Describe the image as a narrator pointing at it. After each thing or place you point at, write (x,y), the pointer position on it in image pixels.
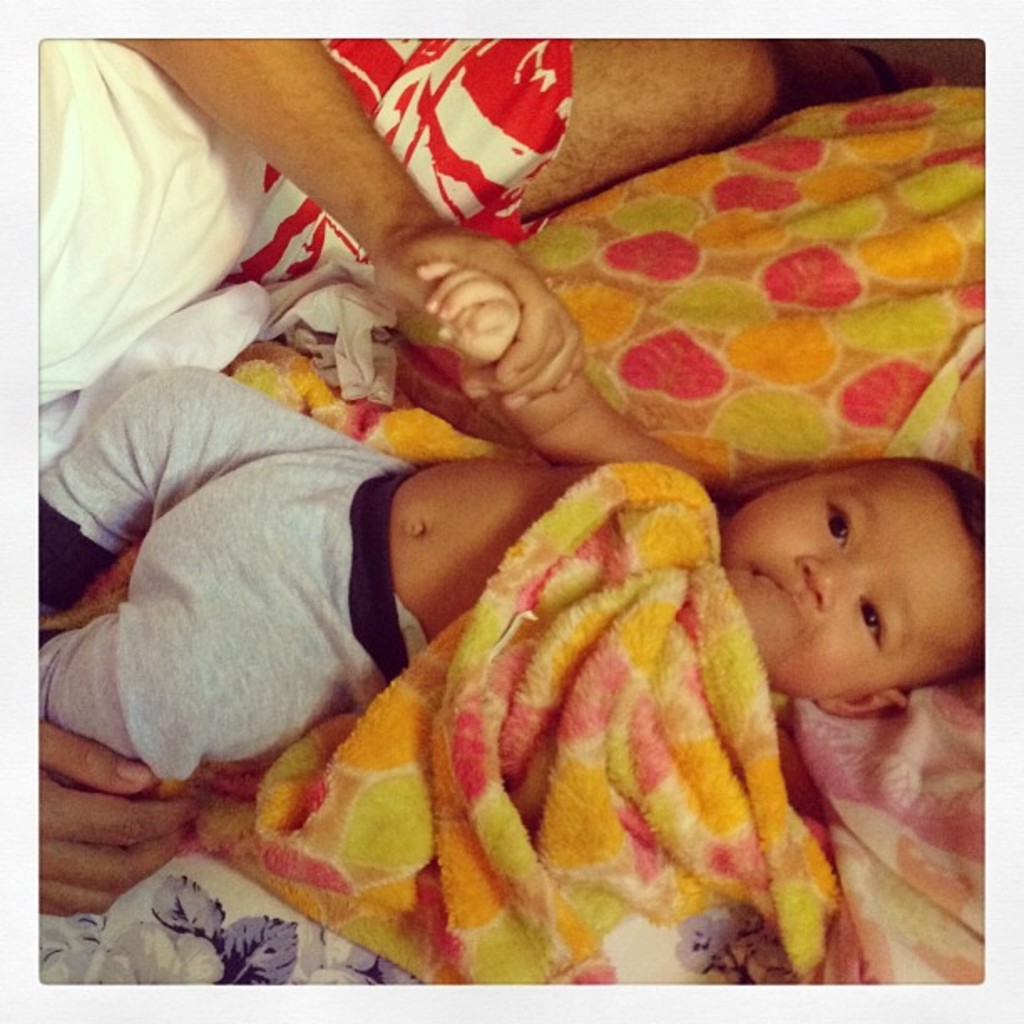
In the center of this picture (357,682) we can see a kid (281,471) seems to be lying on the bed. In the left corner (109,761) we can see the hand (115,843) of a person (115,848). In the background (512,78) we can see another person (422,218) seems to be lying on the bed (558,225) and holding the hand (485,365) of a kid (854,551), and we can see the blanket (615,740) in the foreground (699,698).
